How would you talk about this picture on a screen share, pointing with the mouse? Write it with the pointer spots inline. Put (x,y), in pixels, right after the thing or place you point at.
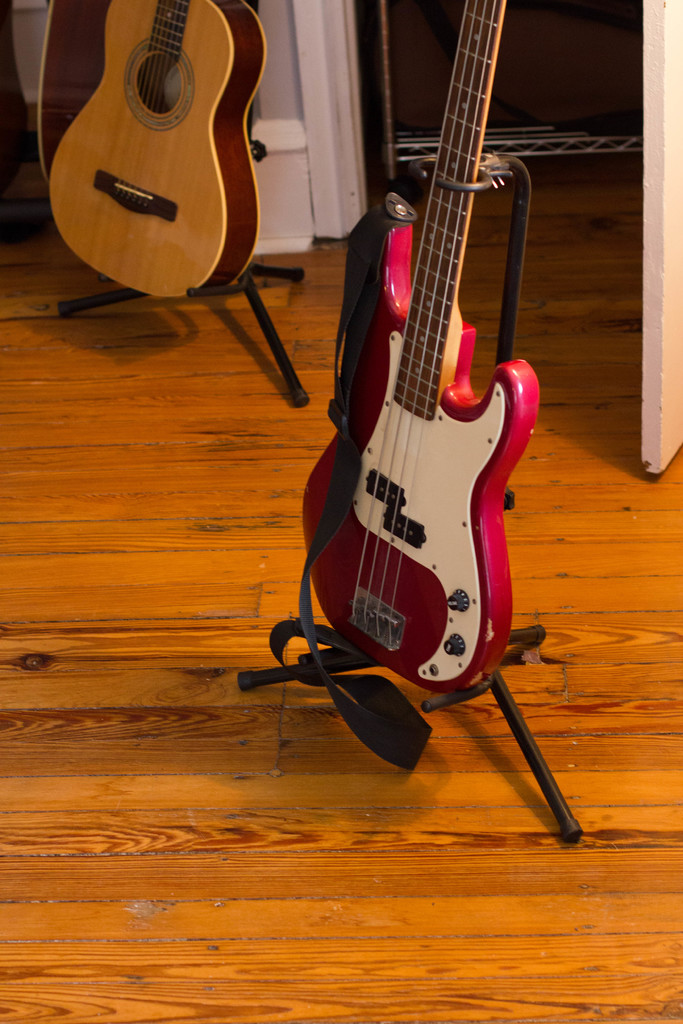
The image consists of two guitar (108,168) which are kept in the stand (373,662), which is on the floor (186,884).
